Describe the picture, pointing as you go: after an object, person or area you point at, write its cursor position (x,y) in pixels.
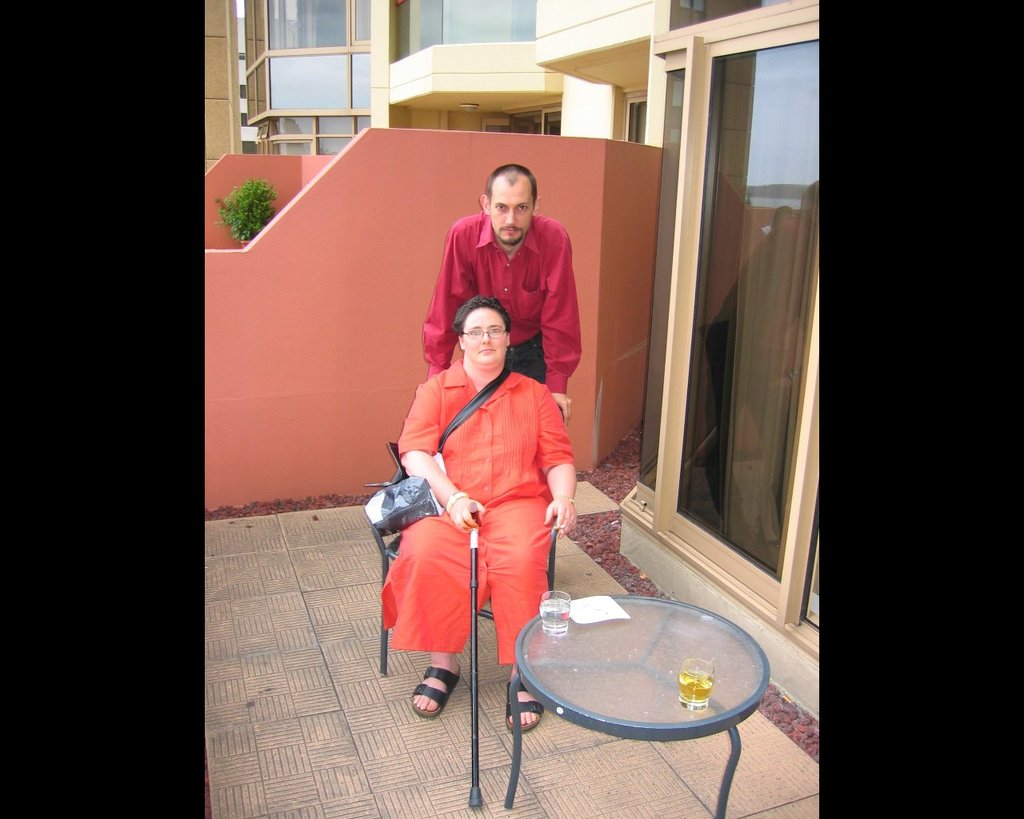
In the image we can see there is a woman (470,385) who is sitting and a man (511,291) is standing. On the table (583,627) there are two glasses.
